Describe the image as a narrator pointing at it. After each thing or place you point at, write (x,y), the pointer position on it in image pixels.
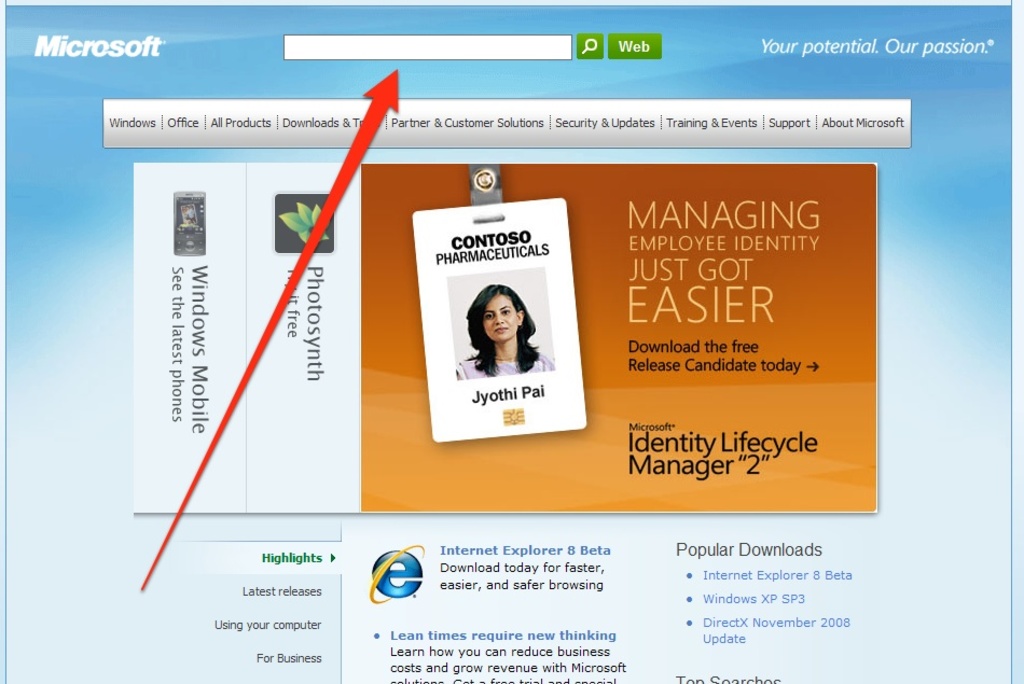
In this image we can see a page (410,285) of a website (389,422) with some text (288,590), images (367,501), a photo (459,313) of a person (478,319) and logo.
